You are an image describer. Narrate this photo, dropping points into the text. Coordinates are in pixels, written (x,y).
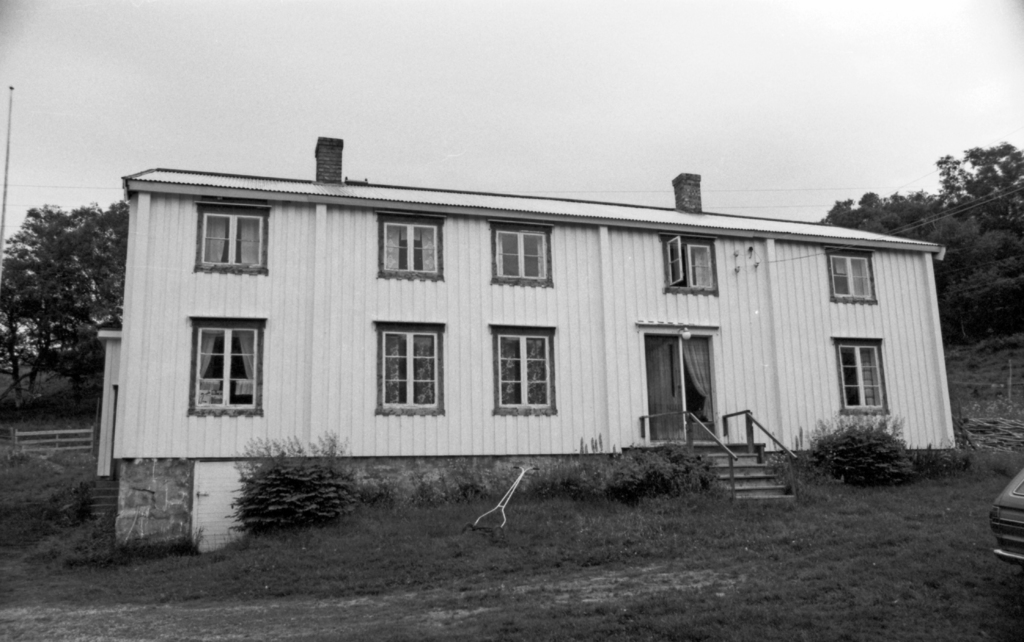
In this image there is a big building (313,334) with glass windows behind that there are so many trees (29,405) and grass (436,585) at the ground (633,554).
